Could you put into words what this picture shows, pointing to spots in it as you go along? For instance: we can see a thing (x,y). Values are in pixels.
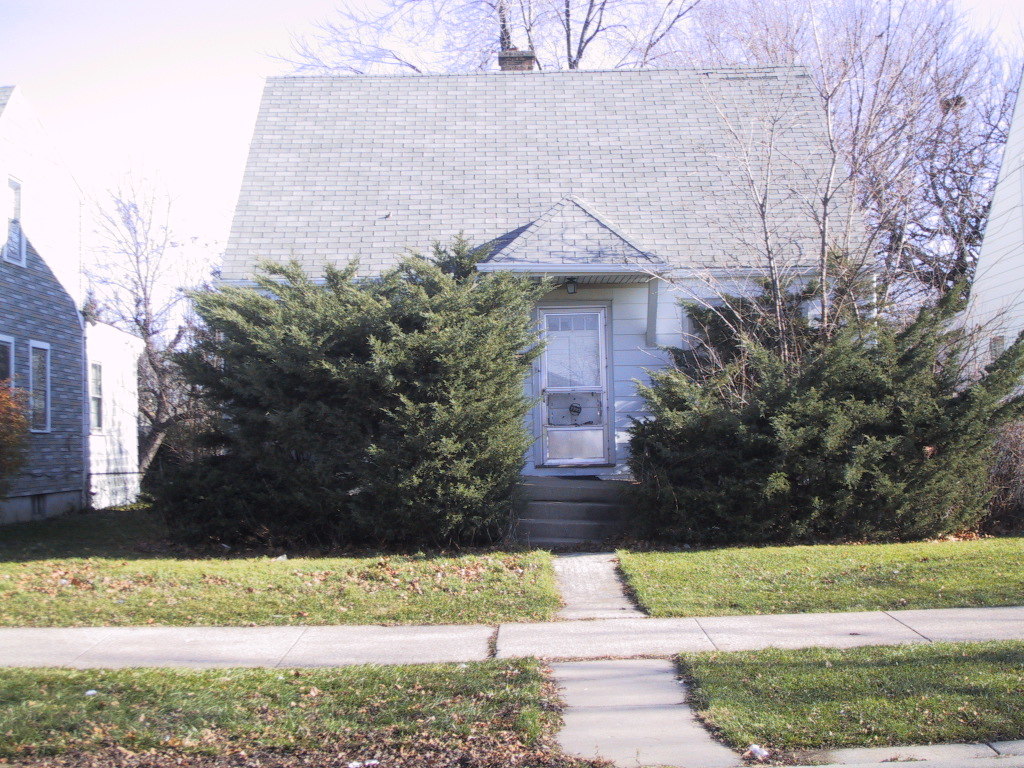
This image is taken outdoors. At the top of the image (170,80) there is the sky (707,64). At the bottom of the image (609,712) there is a floor (620,695) and there is a ground (339,710) with grass (713,700) on it. In the middle of the image (540,269) there is a house (511,228) with walls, windows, a door (574,343) and a roof (510,233) and there are a few trees (306,408) and plants (901,407).
